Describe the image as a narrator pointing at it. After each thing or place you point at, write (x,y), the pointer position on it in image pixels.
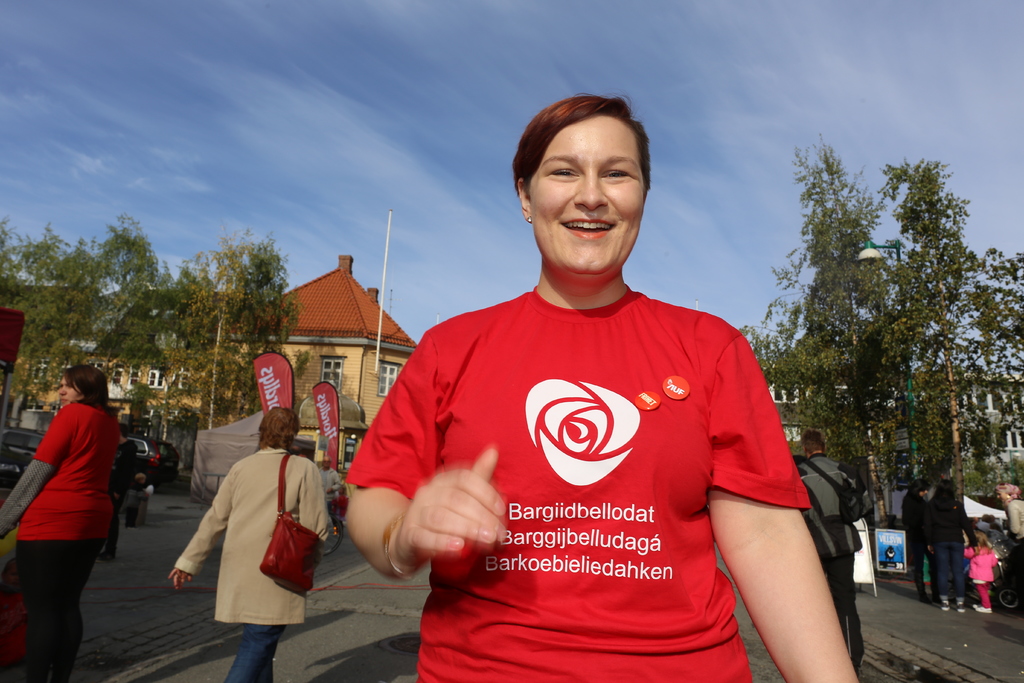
In this image there are people (332,472), tents (981,507), boards (885,543), vehicles (149,458), trees (885,307), light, buildings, poles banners (330,406), cloudy sky (435,159) and things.
